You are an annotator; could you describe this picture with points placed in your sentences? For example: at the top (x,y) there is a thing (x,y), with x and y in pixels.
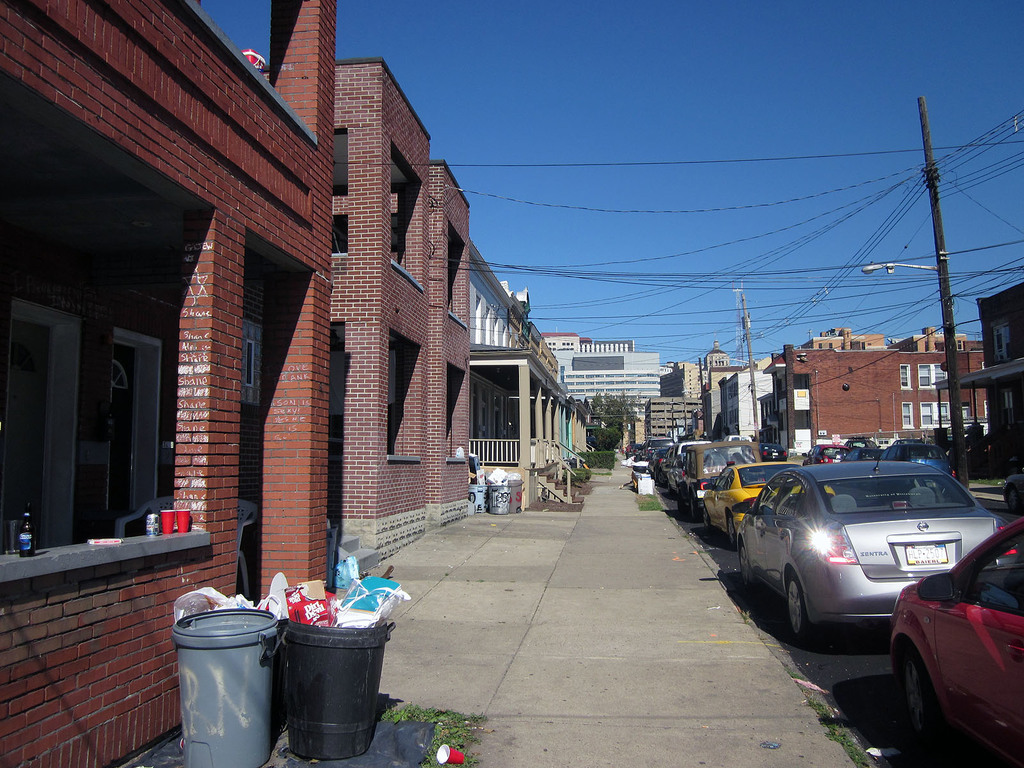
In this picture there are cars (698,459) on the right side of the image (902,521) and there are dustbins (292,634) in the image and there are buildings (713,396), trees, and poles (940,265) in the image, there are wires (611,209) in the image.
